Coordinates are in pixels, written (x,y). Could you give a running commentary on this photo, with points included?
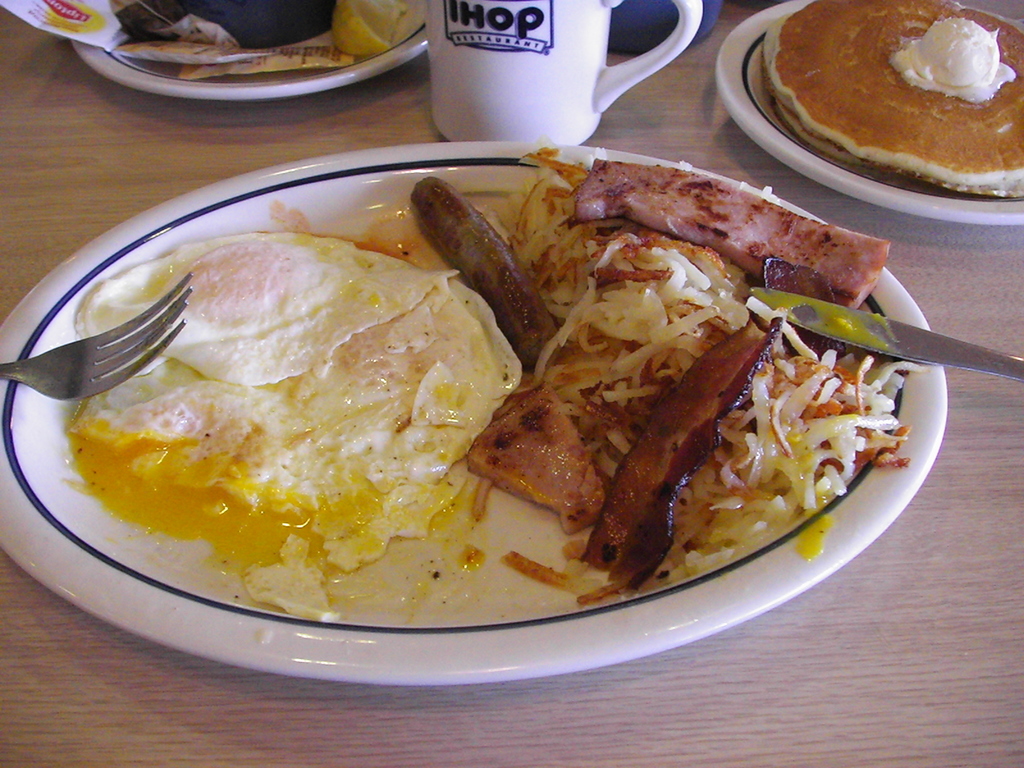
In this image we can see cup (500,46) and food (544,213) in plate (214,208) placed on the table (742,689).
